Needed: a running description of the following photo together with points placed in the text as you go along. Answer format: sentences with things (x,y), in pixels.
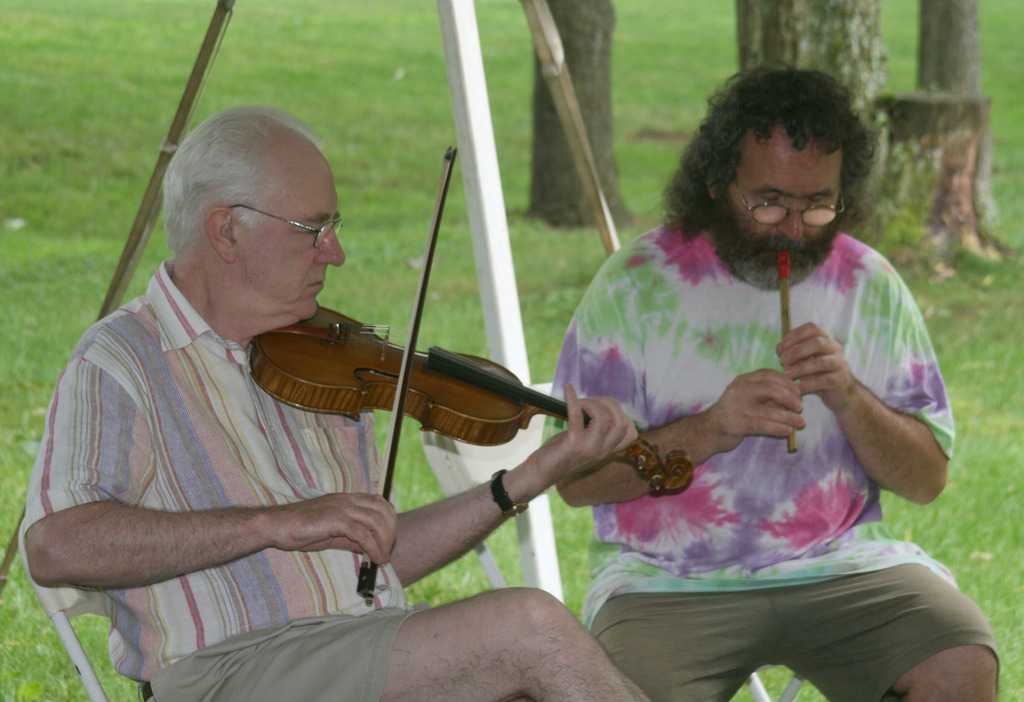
In the image we can see there are people (784,530) sitting on the chair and they are playing musical instruments (440,358). The ground (551,275) is covered with grass (556,261).
